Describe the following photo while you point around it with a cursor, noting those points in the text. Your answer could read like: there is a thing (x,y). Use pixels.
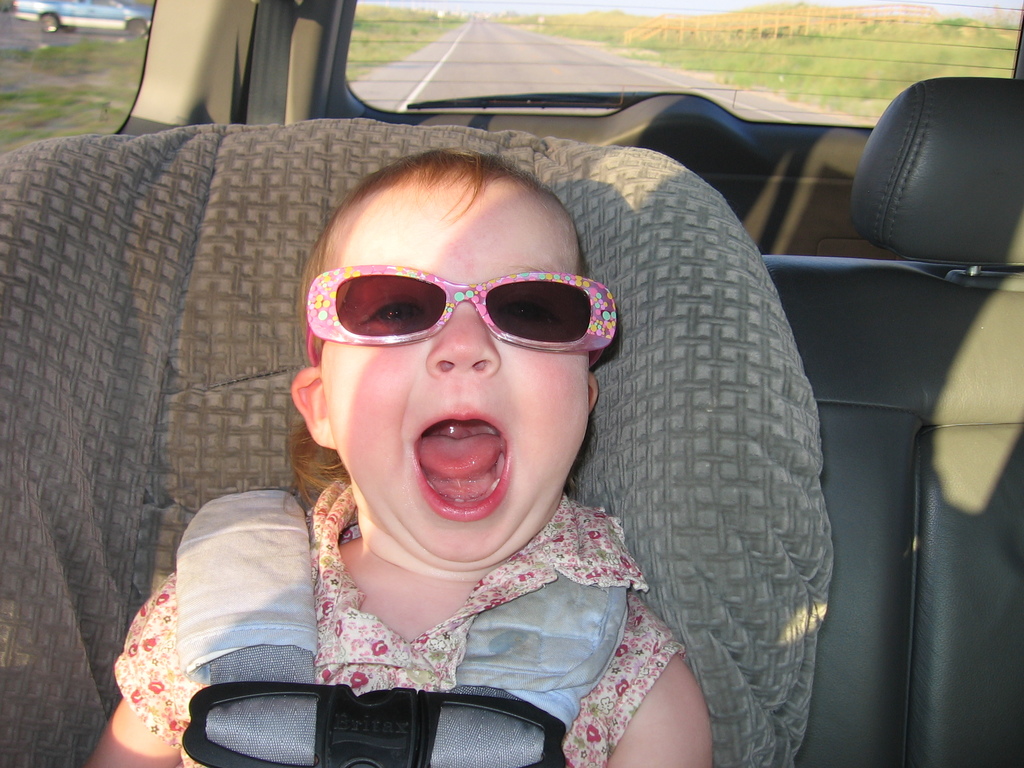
In the picture I can see a baby (430,567) wearing goggles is sitting inside the car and there is greenery ground (594,22) on either side of it.
